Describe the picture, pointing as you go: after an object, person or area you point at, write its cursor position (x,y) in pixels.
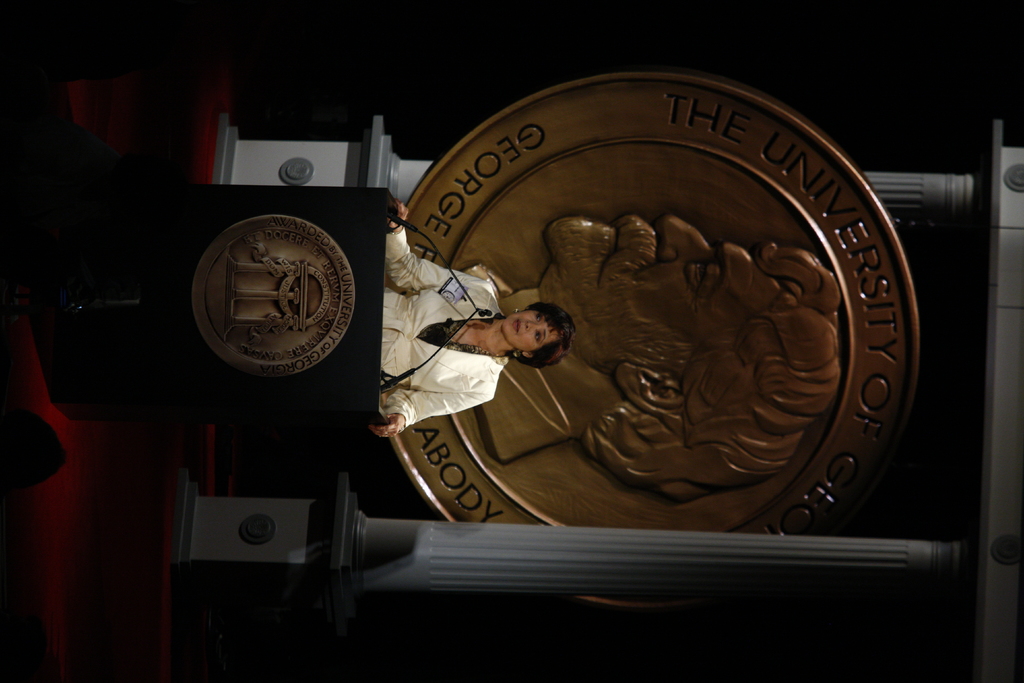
In the foreground (300,321) I can see a woman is standing in front of a table (262,325). In the background (766,546) I can see pillars (777,540), board (731,283) and a dark color. This image is taken may be in a hall (184,113).
